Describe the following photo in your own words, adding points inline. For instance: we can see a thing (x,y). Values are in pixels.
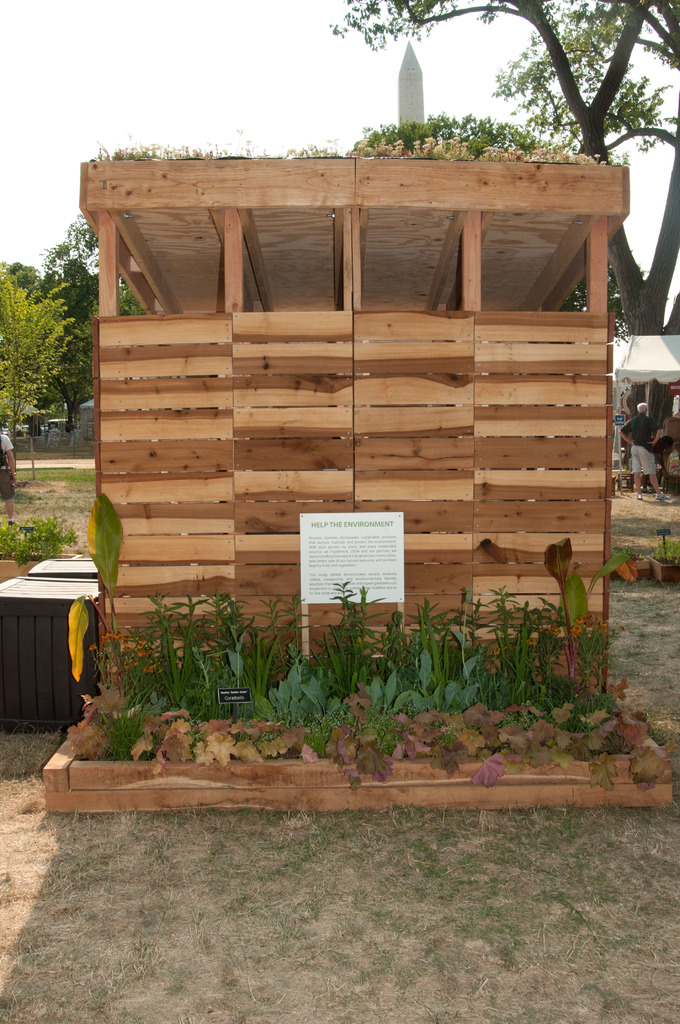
The picture is taken in a park (109,628). In the foreground of the picture (319,753) there are plants (89,697), grass (220,844), dustbins (75,577) and a room (102,420). In the center of the picture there are trees (664,266), people (635,430), grass (30,494) and a tower (409,103). It is sunny.
